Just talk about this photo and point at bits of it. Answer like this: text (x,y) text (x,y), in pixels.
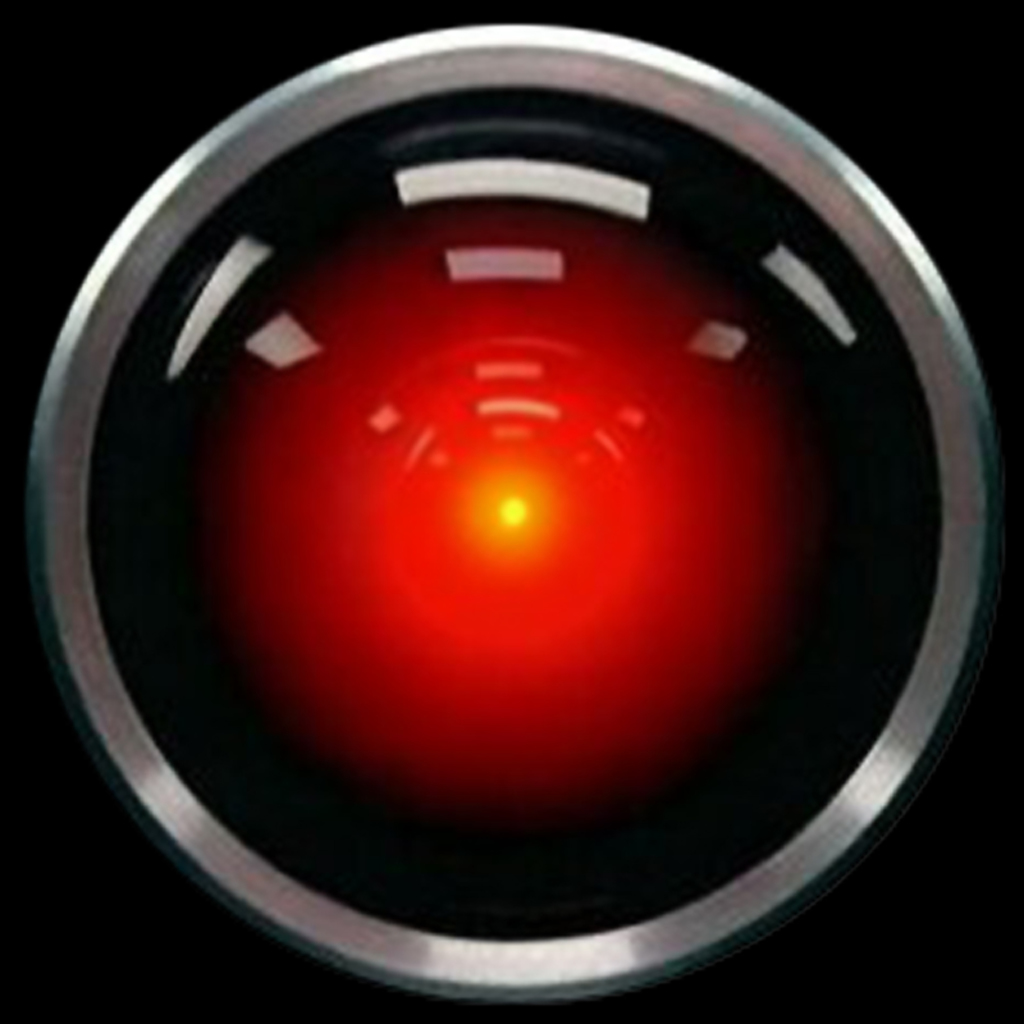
In the image we can see Hal lens (682,531). There are different colors, yellow, red and black. The corners of the images are dark.
